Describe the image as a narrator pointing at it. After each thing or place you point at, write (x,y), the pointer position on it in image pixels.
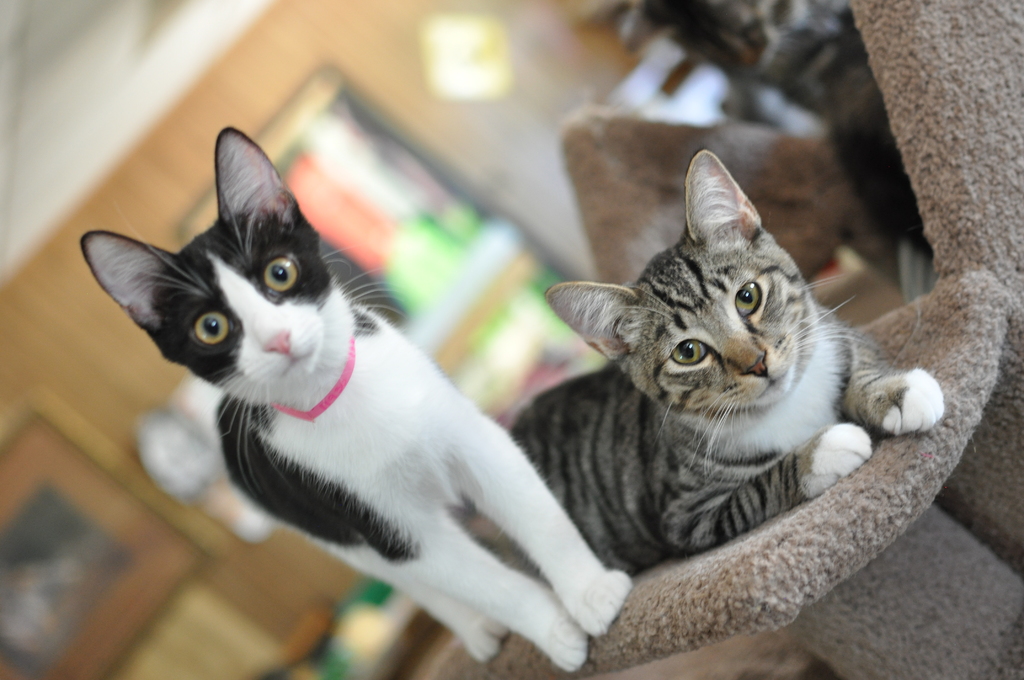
In this picture we can see two cats (426,395) on an object (971,322). There are a few objects (333,160) visible in the background (551,23). Background (593,33) is blurry.
